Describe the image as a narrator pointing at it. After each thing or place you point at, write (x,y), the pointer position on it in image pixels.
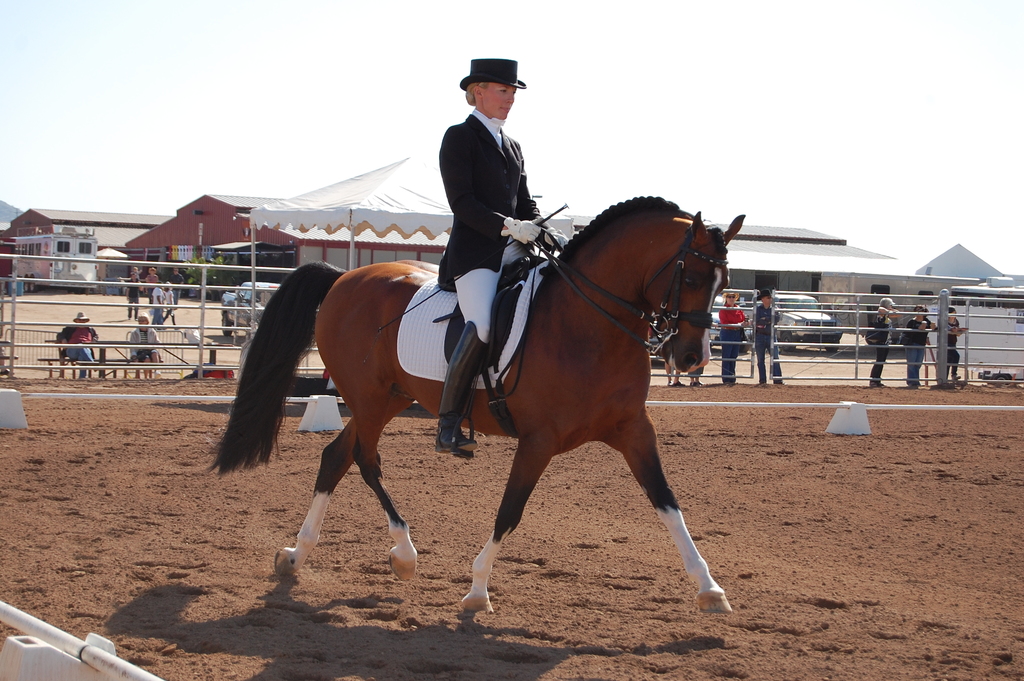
In this picture we can see a horse (591,256) walking on the ground (684,471) with a woman (465,152) sitting on it and in the background (189,351) we can see a group of people (131,285), fence (36,332), house (880,260), sky (885,243).
